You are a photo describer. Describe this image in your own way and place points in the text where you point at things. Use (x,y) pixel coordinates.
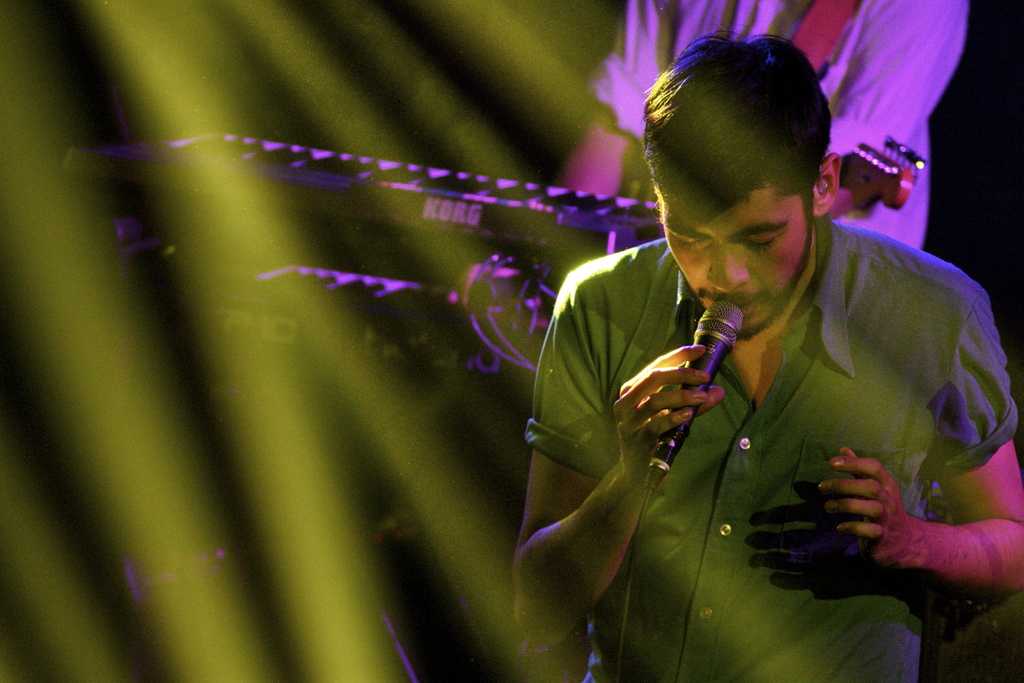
In this image, on the right side (862,327), we can see a person (883,318) standing and holding a microphone (709,372) in his hand (681,403) for singing. On the left side (40,251), we can see yellow color. In the background (796,24), we can see a person (638,77) holding a guitar (884,198) and standing in front of a musical keyboard (452,290). In the background (519,341), we can also see black color.
